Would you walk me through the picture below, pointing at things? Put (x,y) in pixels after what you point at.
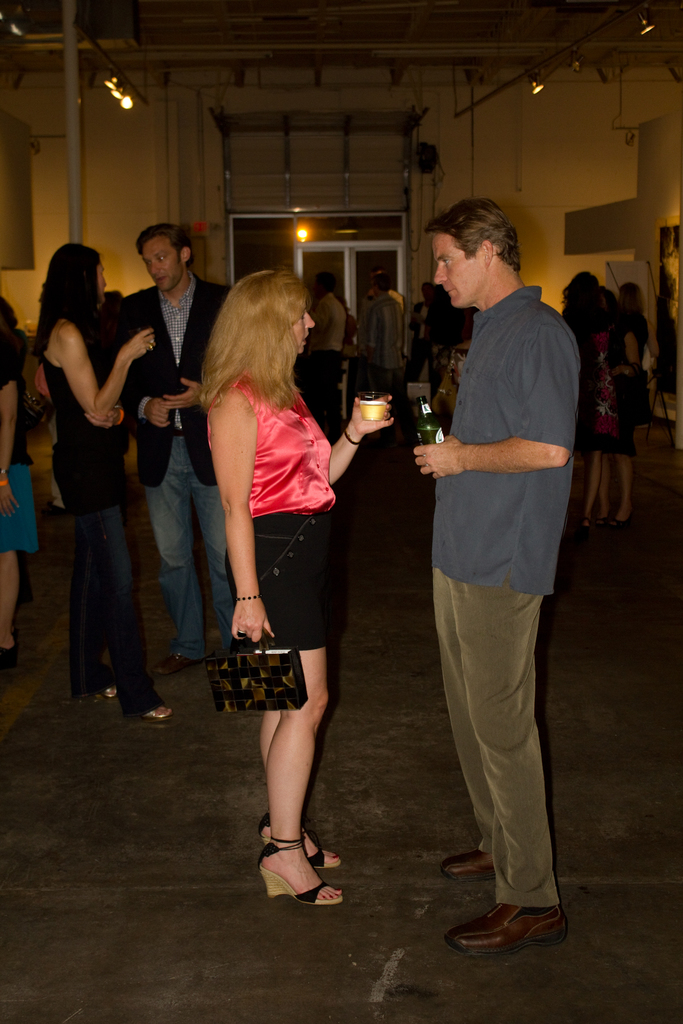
In this image I can see a man (485,475) wearing a shirt (510,408) pant (516,663) and shoes (482,868) Standing and holding a bottle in hand (430,463) and women (297,488) wearing a red top (285,467) and black skirt (300,574) Standing and holding a cup (386,416) and a bag (253,663) in her hands (361,420). In the background (161,357) I can see few other people (395,414) standing, the wall (545,152), few lights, the ceiling (595,23) and the door (337,267).
